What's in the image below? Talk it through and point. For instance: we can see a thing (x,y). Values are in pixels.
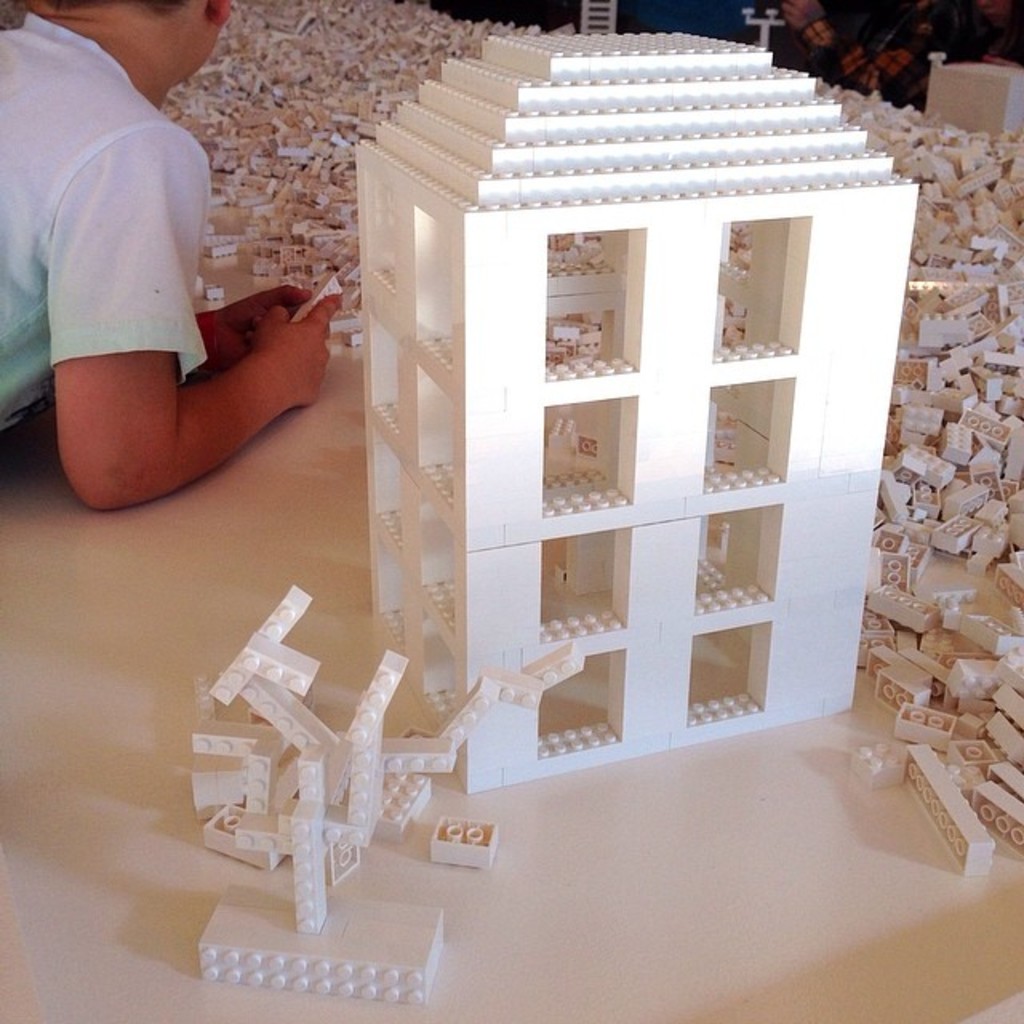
In this picture I can see a Lego set (378,250) and a child (143,217) on the white color surface (120,561).
